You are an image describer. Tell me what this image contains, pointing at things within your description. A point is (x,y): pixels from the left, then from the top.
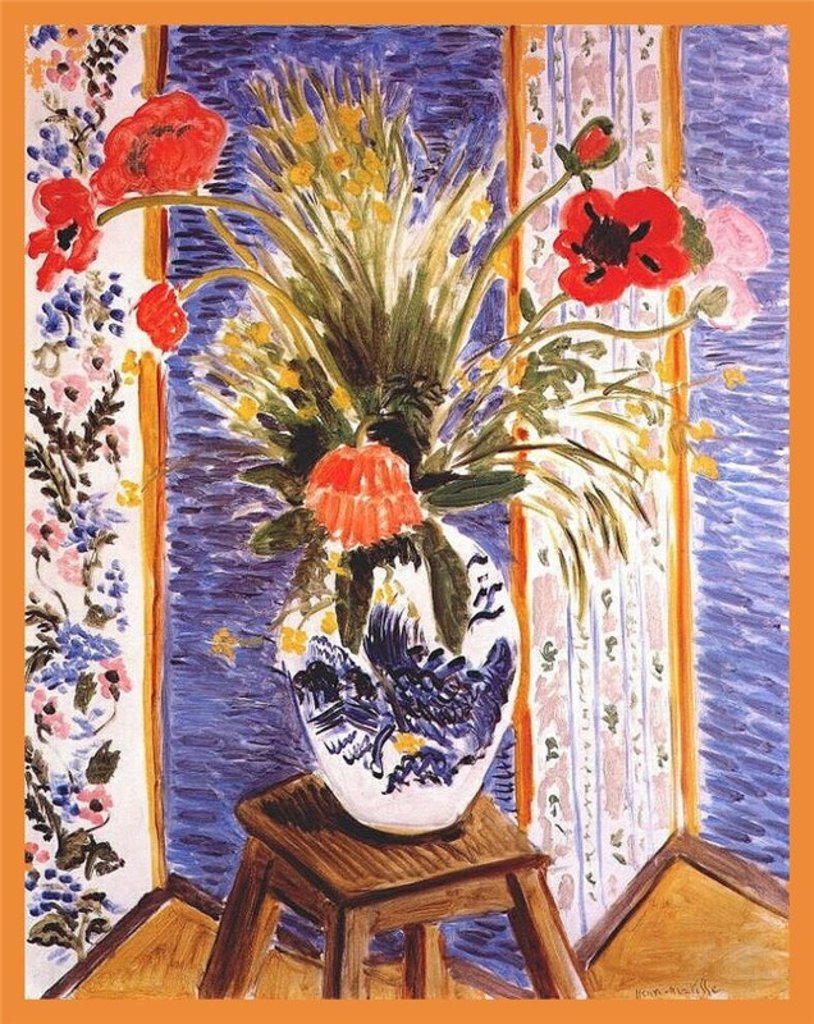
In this picture we can see painting (327,426) of flowers (158,193) and leaves (557,359) in a vase (364,628) and we can see stool (436,877).
